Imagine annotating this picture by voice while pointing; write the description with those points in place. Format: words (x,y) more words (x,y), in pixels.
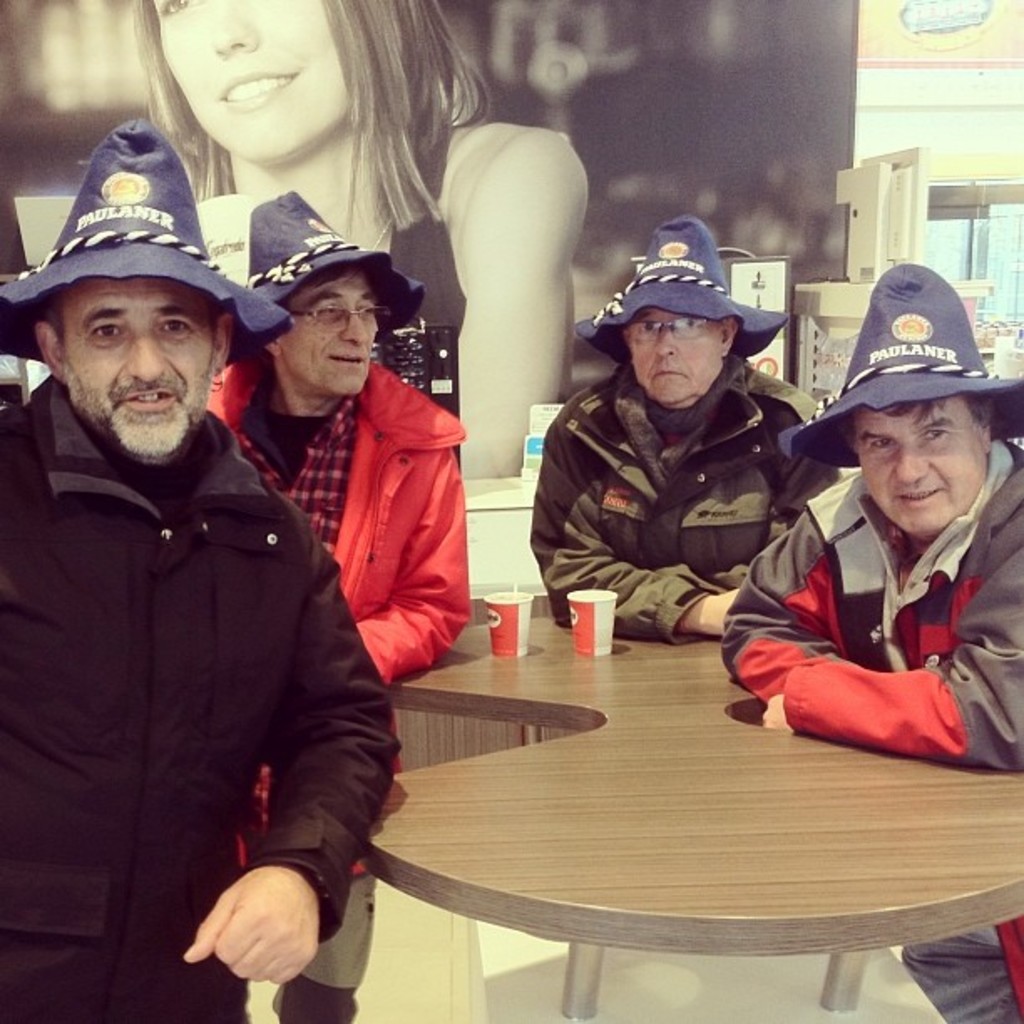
In this image I can see four men (337,351) and all are wearing hats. All of them are wearing hats (630,306). On this table (602,677) I can see two cups (497,651).
